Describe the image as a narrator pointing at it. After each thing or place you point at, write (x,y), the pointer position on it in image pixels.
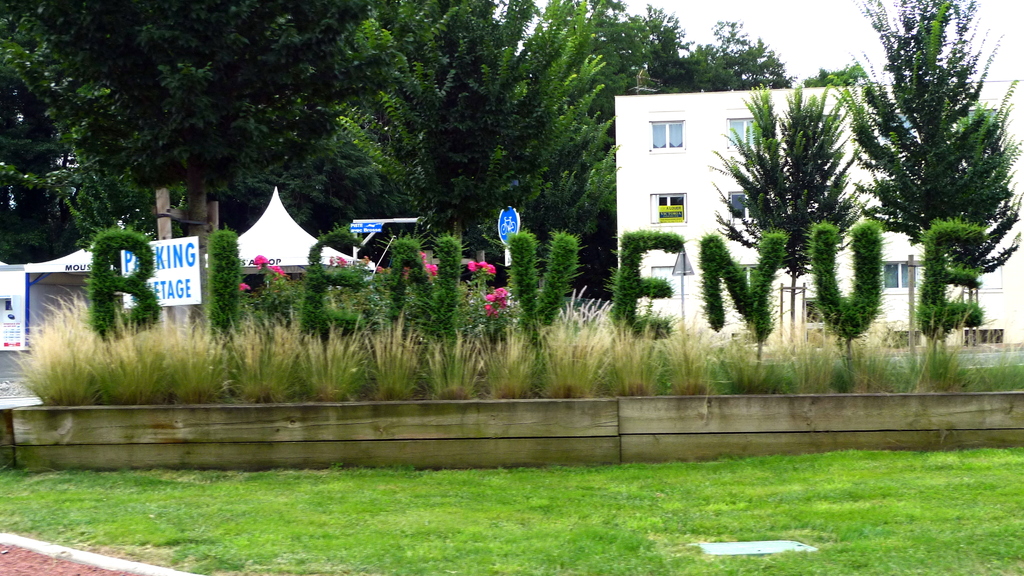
In this image I can see the ground (444,506), some grass (528,339), few plants (387,287), few trees (78,241) which are green in color, few white colored tents (297,257), few boards (500,234) and a building (647,202) which is white in color. In the background (816,24) I can see the sky (799,29).
